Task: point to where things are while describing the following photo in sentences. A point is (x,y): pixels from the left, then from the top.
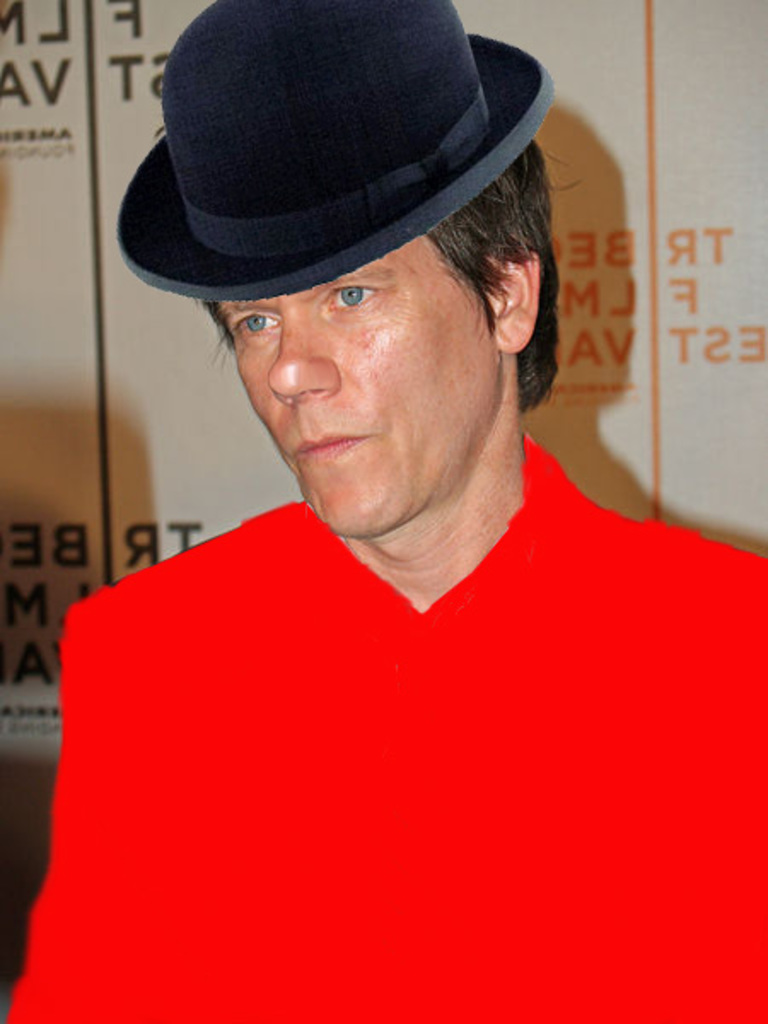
In this image I can see the person (419,634) wearing the red color dress (356,641) and hat (331,117). In the background (24,95) I can see something is written.
